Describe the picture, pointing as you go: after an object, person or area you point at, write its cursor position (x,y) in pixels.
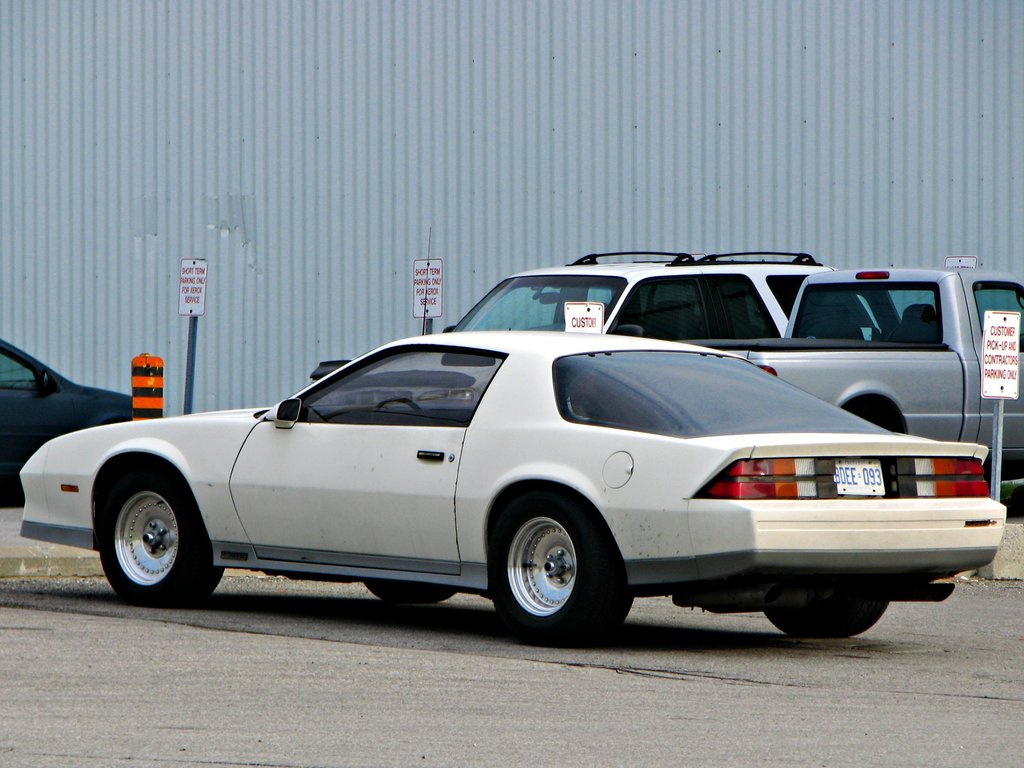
In this picture we can see vehicles (938,529) on the road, boards (993,381) on poles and object (158,375). In the background of the image (357,94) we can see metal sheet (702,54).
